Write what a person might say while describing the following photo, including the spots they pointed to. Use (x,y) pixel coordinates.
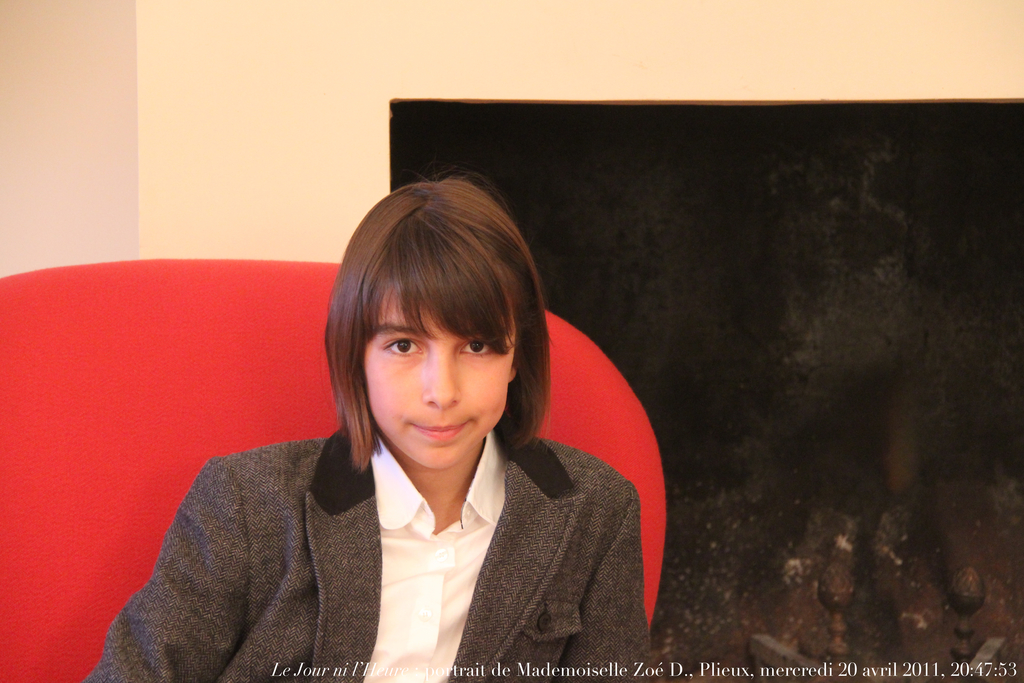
In this image we can see a girl (438,376) is sitting on red color sofa (215,437). She is wearing white shirt (391,577) and grey coat (269,558). Background (932,561) wall (218,109) is there and chimney (543,129) is present.
